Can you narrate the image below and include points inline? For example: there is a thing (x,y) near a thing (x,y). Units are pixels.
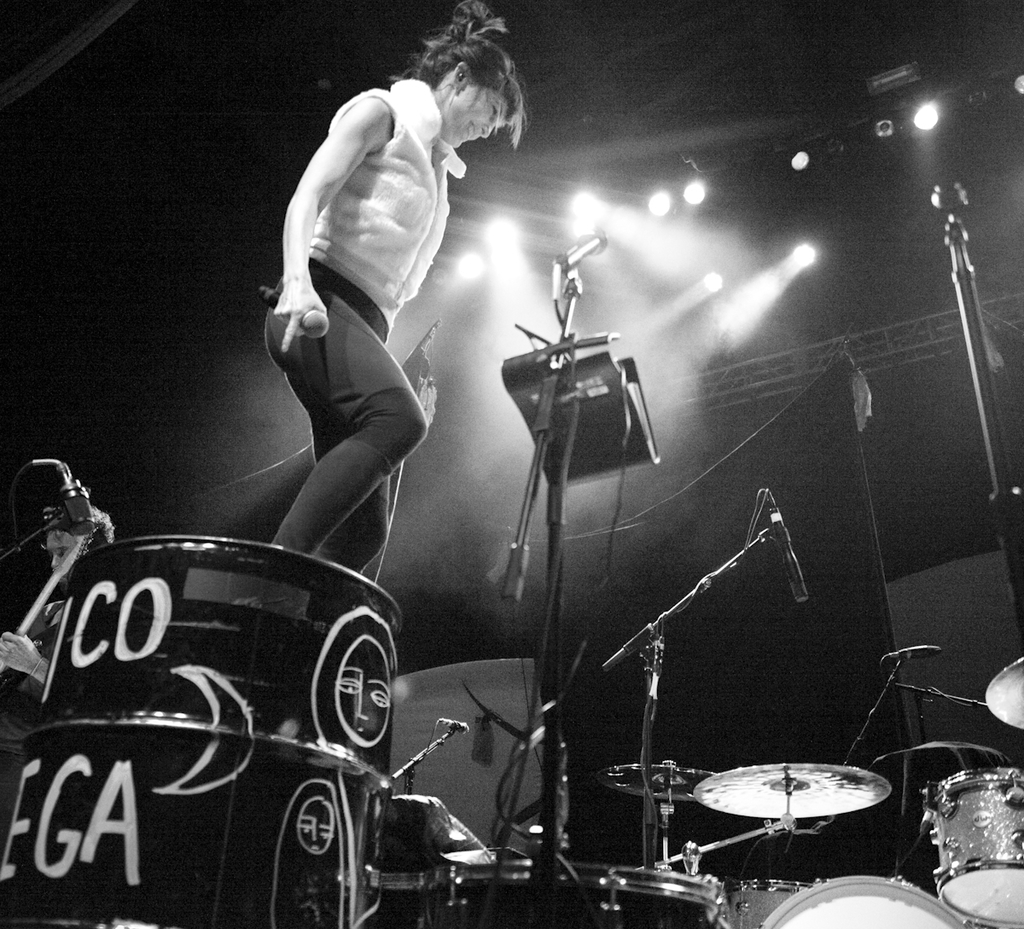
In this image there is a woman (369,338) holding a mic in her hand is standing with a smile on her face (495,123), in front of the woman (368,424) there are some musical instruments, behind the woman (329,477) there are metal rods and focus lights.
